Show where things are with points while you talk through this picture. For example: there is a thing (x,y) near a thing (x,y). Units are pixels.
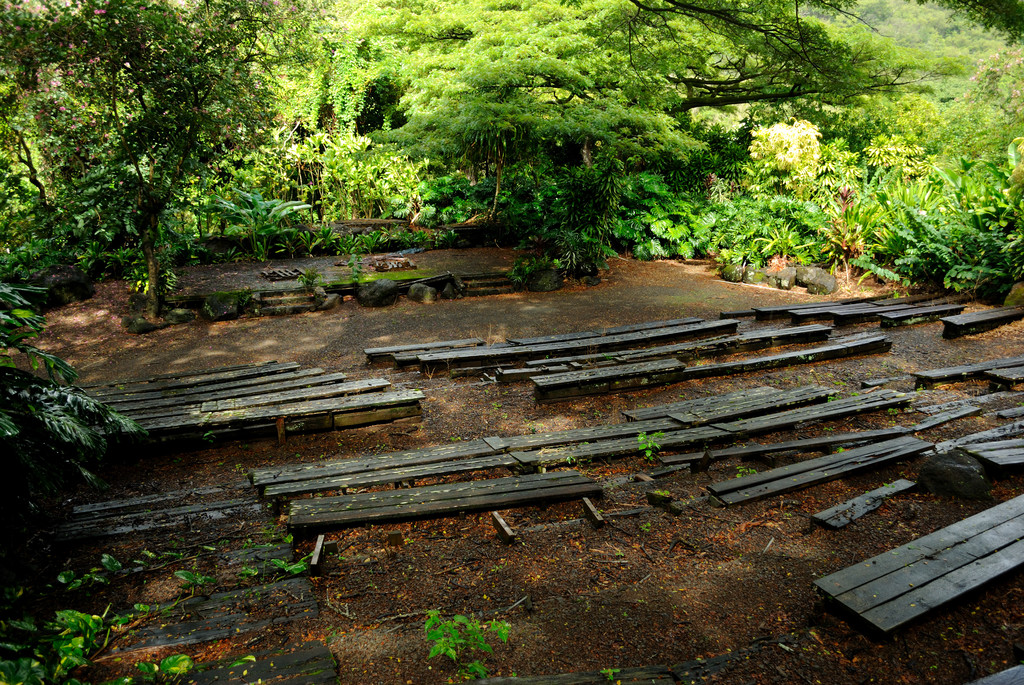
In this picture we can see there are wooden benches (541,491) on the path (356,433) and in front of the wooden benches (299,403) there are plants (787,147) and trees (176,174).
